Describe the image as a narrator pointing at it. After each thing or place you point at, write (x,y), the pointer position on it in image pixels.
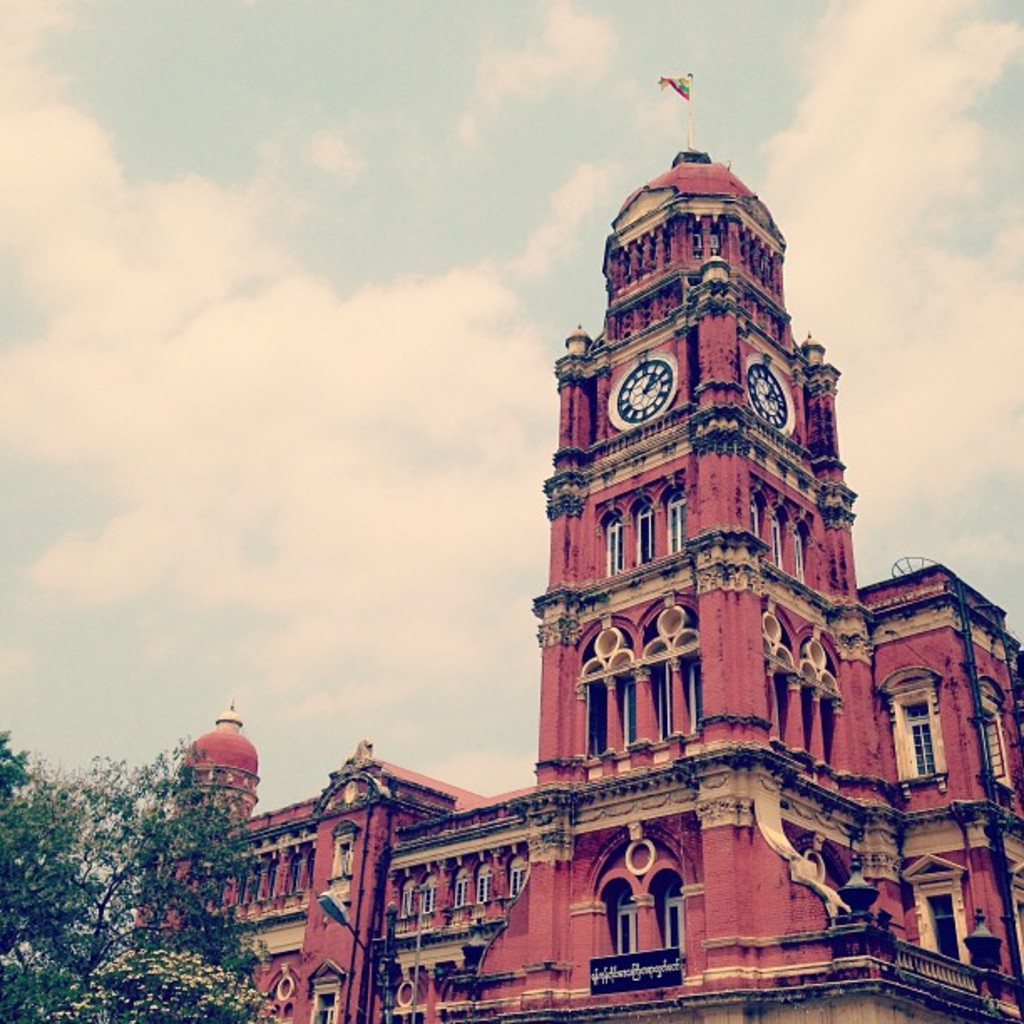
In the image we can see there is a clock tower building (659,683) and there is a flag (679,88) on the building (699,213). There are trees (173,876) and there is a cloudy sky (230,432).
